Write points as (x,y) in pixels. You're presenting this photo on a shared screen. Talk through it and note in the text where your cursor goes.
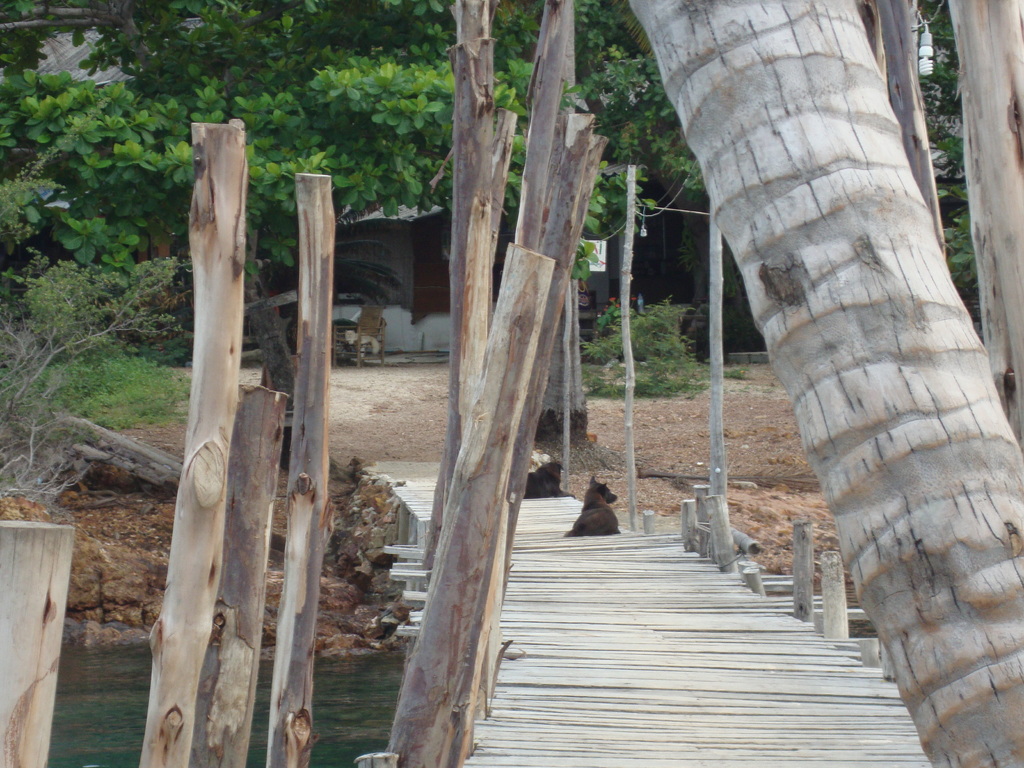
In this image in the front (929,451) there is a tree trunk (900,416) and on the left side (41,574) there are wooden logs (233,528). In the center (433,486) there is a dog (599,513) sitting on a bridge (583,563) and under the bridge (614,568) there is water (355,697). In the background (663,356) there are plants (83,362), trees (431,182) and there is a building (430,304).
